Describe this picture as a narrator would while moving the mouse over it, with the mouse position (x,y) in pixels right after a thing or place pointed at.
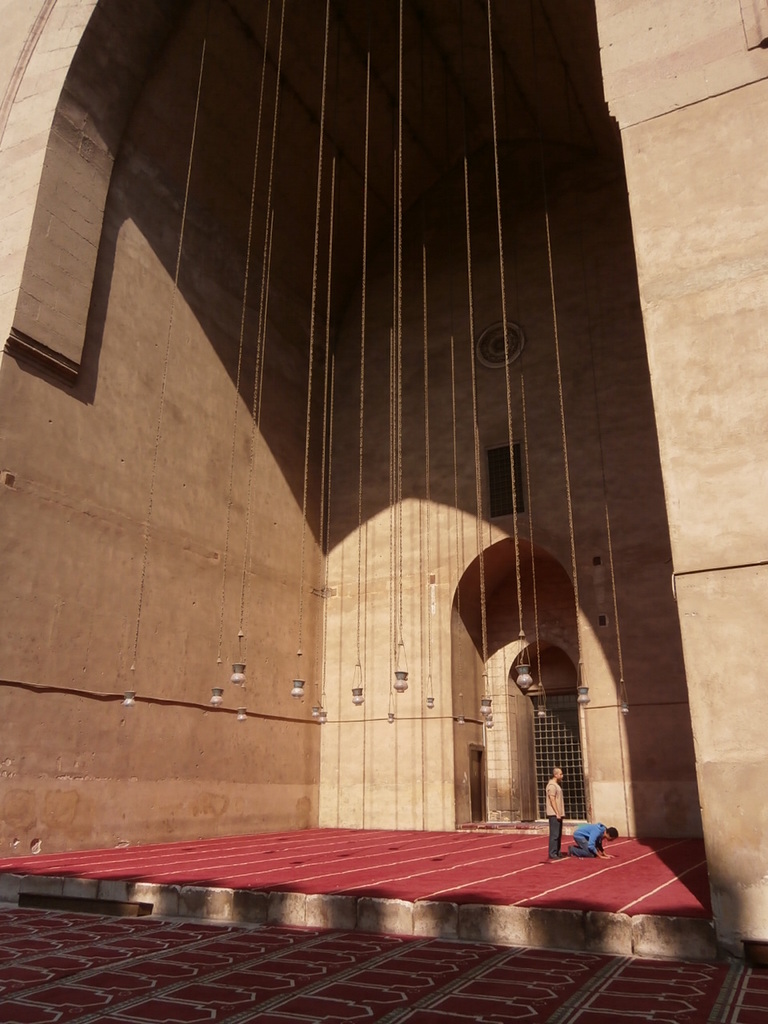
It is an inside view of building (407,653). Here we can see the lights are hanging. At the bottom (581,854), we can see two people (578,832) are on the red color surface (461,888). Background (548,742) we can see grill (553,754), wall (515,770) and door (481,784).
